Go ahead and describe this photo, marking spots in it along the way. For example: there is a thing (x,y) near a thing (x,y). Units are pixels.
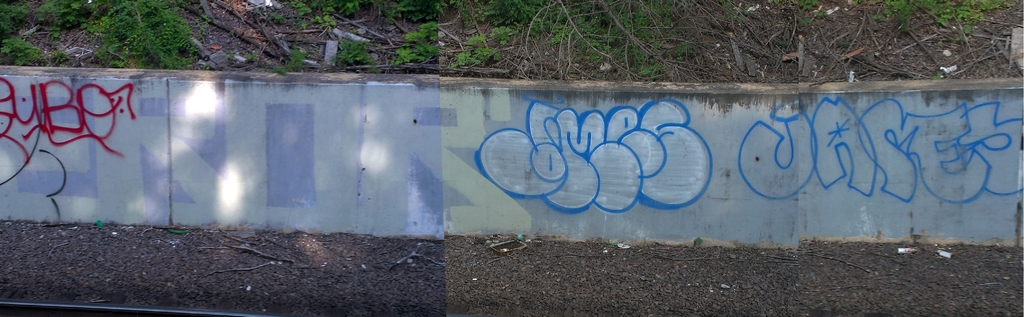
This is collage of two images. On the left (191,157) image there is a wall (83,128) with something written. On the ground (148,40) there are plants (148,18) and some other items (266,45). On the right (758,146) image there is a wall (753,181) with something written. On the ground (629,47) there are plants (488,50), wooden sticks (804,56) and some other items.
